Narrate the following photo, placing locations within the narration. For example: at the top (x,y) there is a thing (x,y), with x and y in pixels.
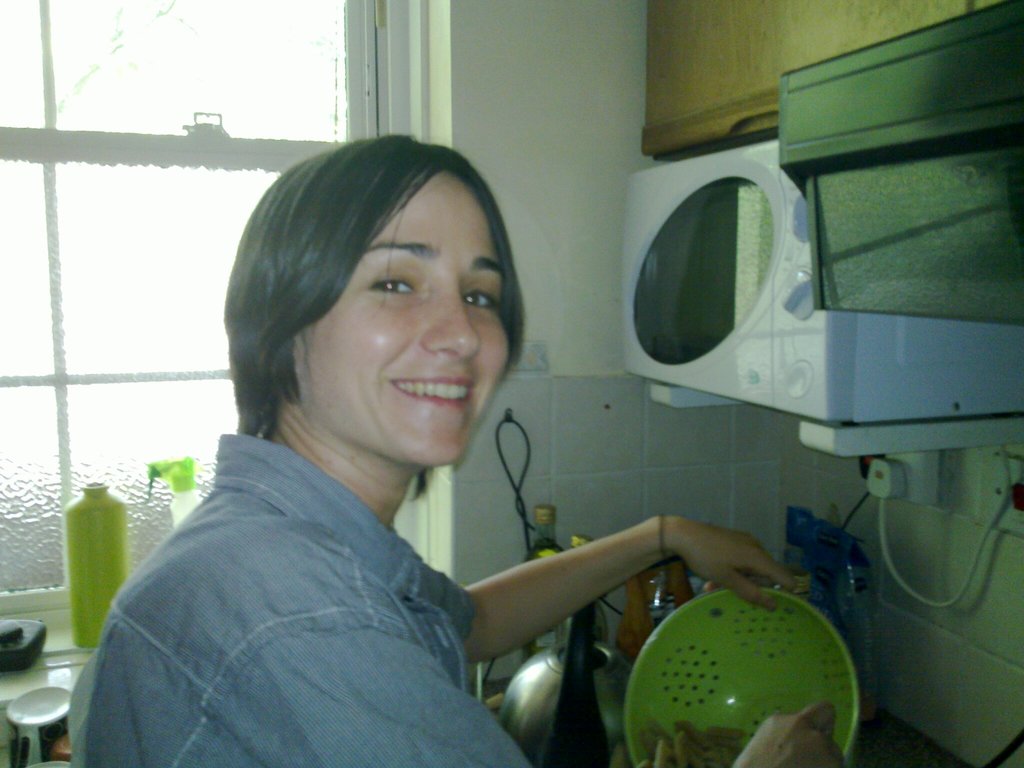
In this image I can see a person (252,610) wearing shirt (262,621) is holding a green colored bowl (757,636) in his hands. I can see the wall (559,89), a oven (690,260), few wires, few other objects (91,563) and the window (128,180).
